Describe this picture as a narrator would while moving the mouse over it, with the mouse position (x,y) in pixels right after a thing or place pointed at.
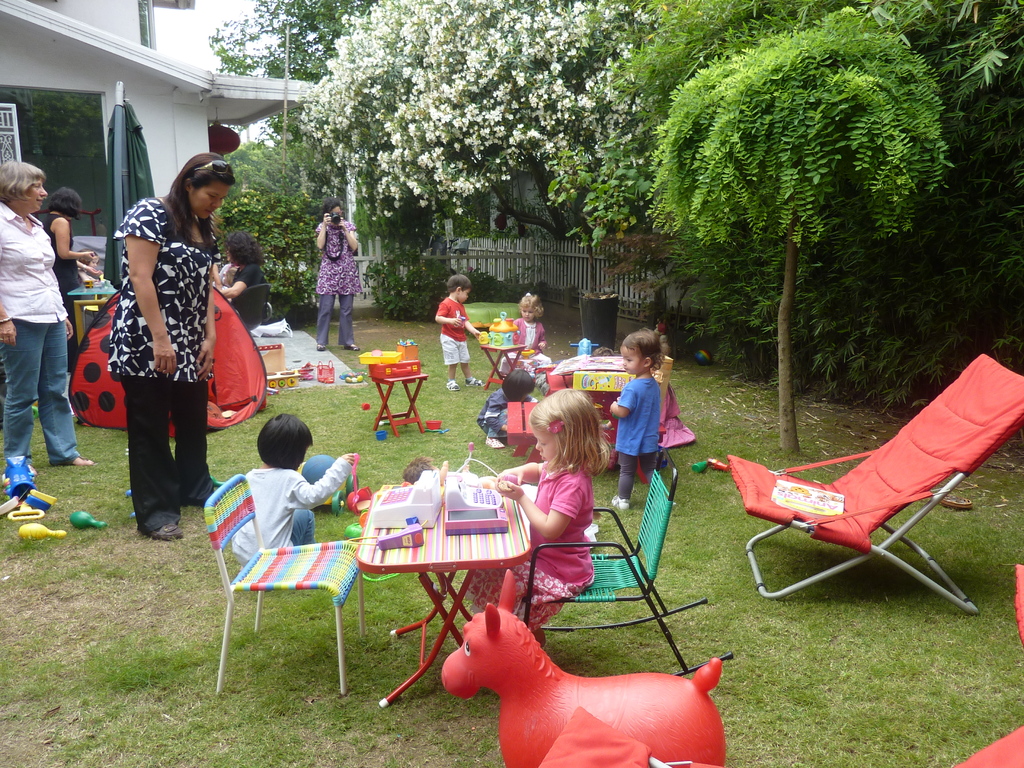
In this image I can see some people (41,257). I can see some objects (428,502) on the table (437,536). On the right side (780,210) the trees (609,151). I can see the white flowers (446,112).
